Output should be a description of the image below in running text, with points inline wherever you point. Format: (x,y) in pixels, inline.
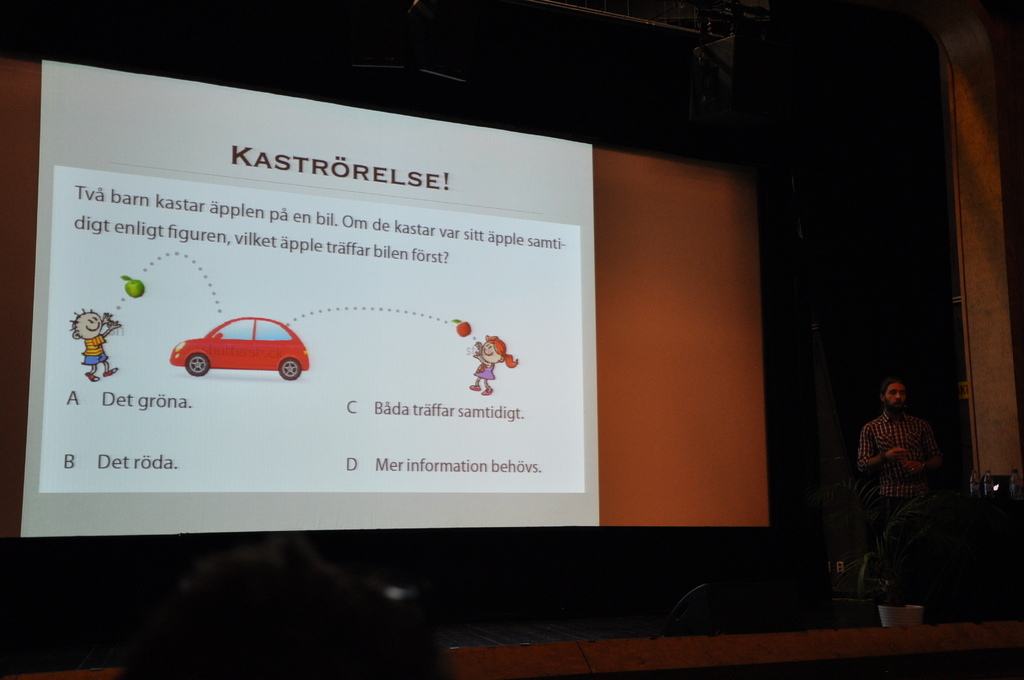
On the right side of the image (897,452) we can see a person (904,485) standing on the stage (919,631), plant (904,572) in a pot (912,614), bottles (1017,488) and a laptop (1002,489). In the foreground (323,659) we can see a person (294,638). In the background (725,608), we can see a speaker (732,591), screen (490,313) with pictures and text (316,249).
